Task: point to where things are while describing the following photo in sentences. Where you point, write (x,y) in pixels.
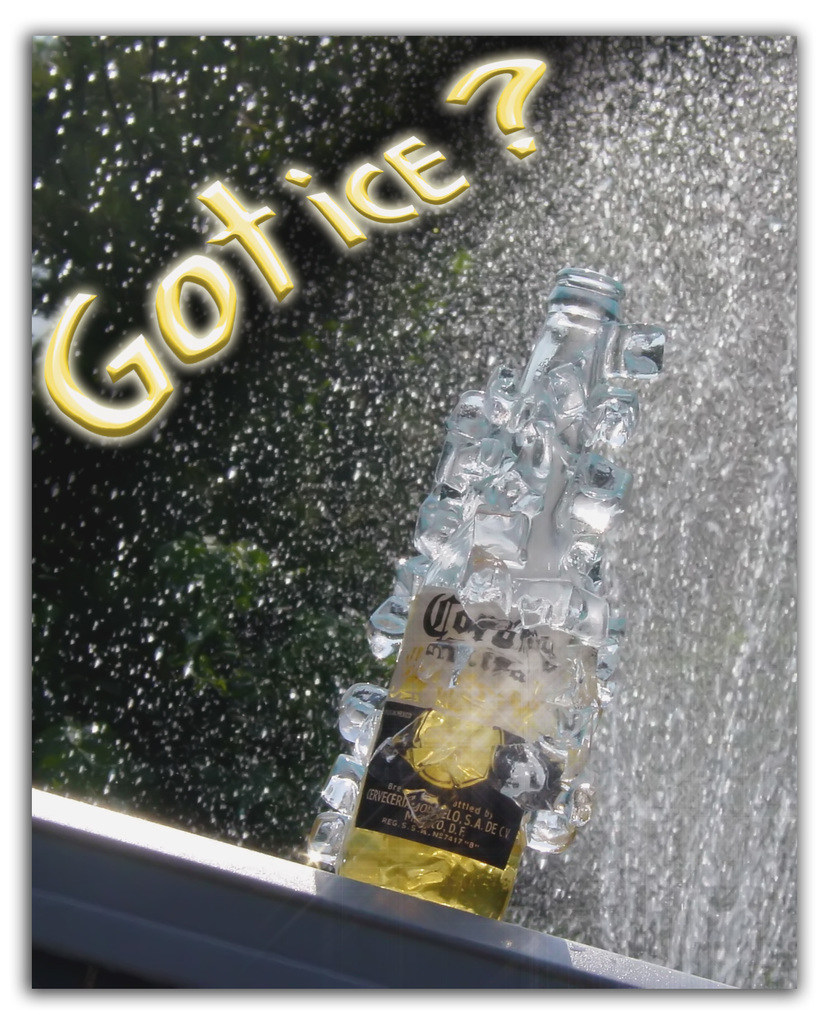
Here this is an edited image, in which we can see a bottle (541,524) present on a table (381,896) and we can see ice cubes (583,392) and water (688,117) poured on it and we can also see some text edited over there.
